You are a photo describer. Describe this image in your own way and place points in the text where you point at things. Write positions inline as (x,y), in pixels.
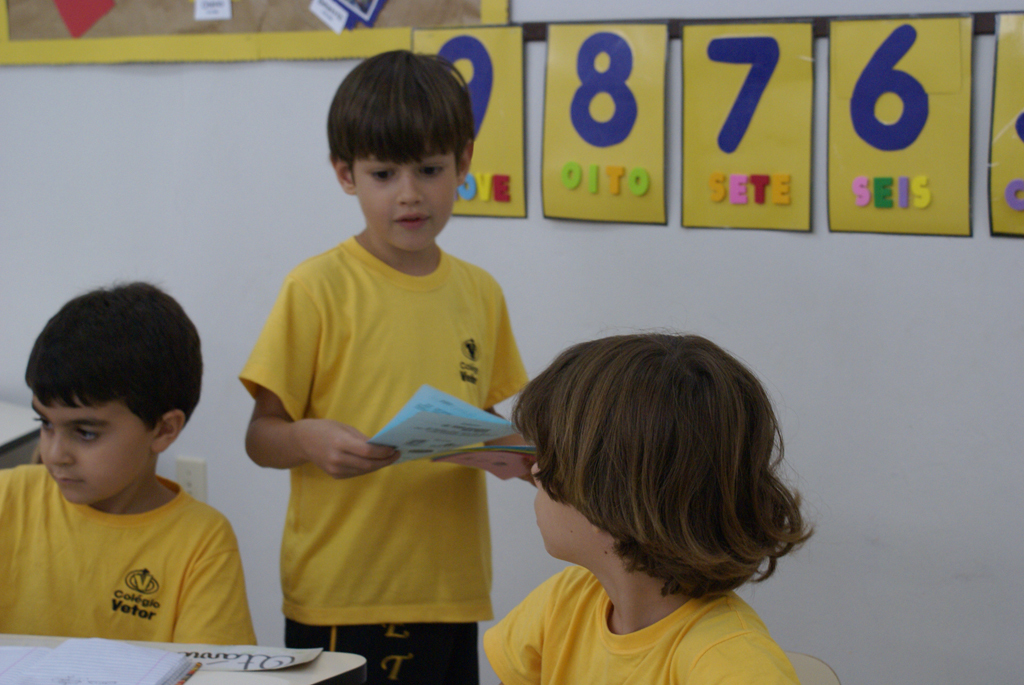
In this image there are few children's (400,547) sitting, one of them is standing and holding papers (383,434) in his hand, in front of them there is a book (161,652) on the table (156,652). In the background (261,182) there is a wall (827,138) with stickers of numbers (517,120) and some text (645,172) on it are attached to the wall (168,87).
